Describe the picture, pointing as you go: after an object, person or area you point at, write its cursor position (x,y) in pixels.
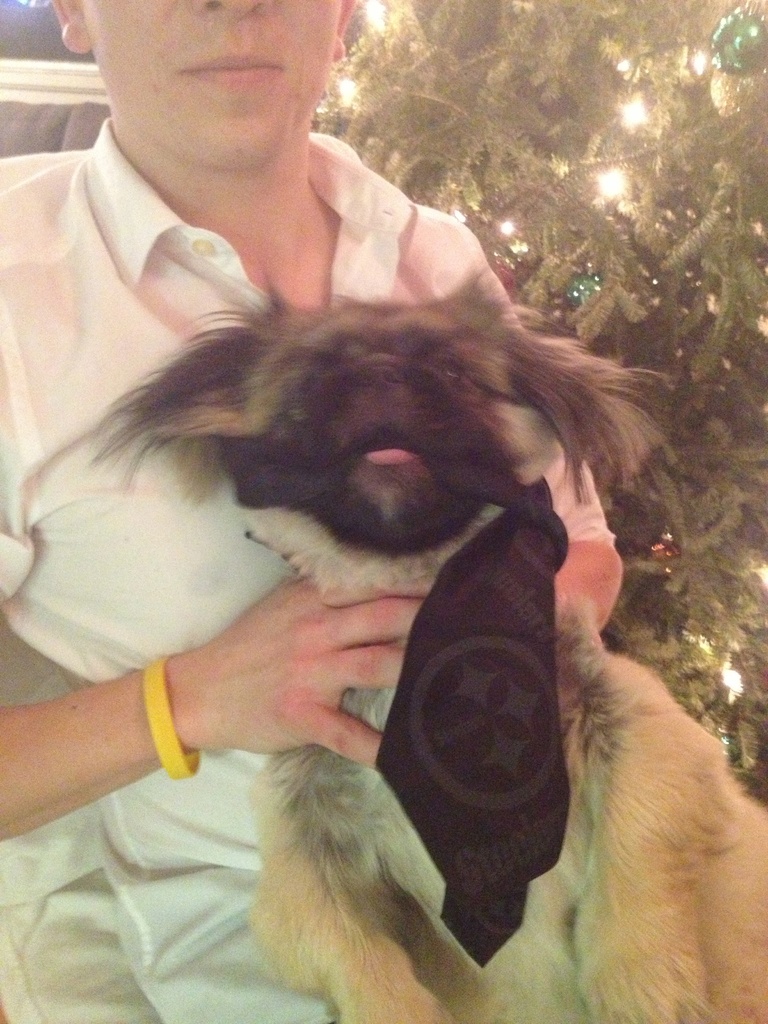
In this picture we can see a person (214,679) holding a dog (371,837), in the background (732,379) we can see a plant (710,199).
